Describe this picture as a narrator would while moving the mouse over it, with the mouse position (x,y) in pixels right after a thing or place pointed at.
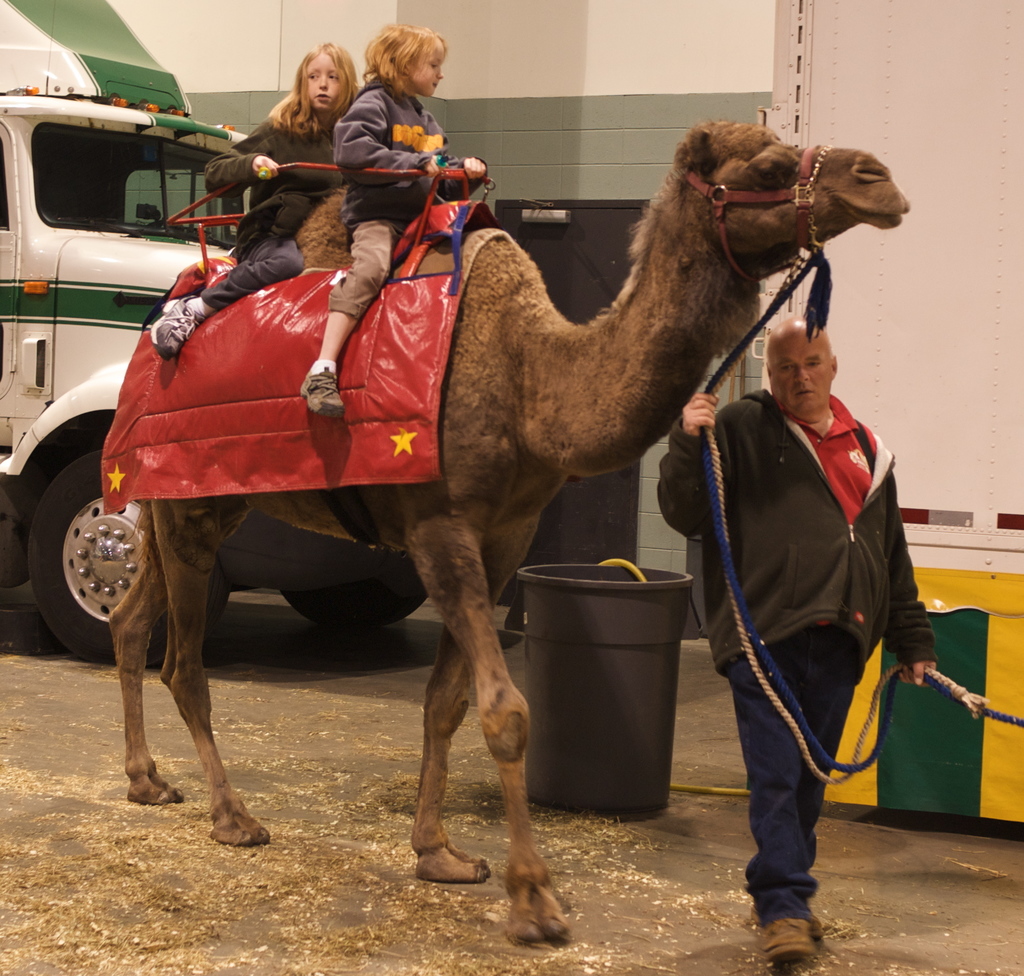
In this picture, there is a camel (468,316) facing towards the right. On the camel (783,214), there are two kids (242,219). Towards the right (786,576), there is a man (845,435) holding a rope (706,434) which is attached to the camel (752,284). Behind him, there is a basket (682,576). In the background (75,277), there is a vehicle (84,343) and a wall (550,186).
